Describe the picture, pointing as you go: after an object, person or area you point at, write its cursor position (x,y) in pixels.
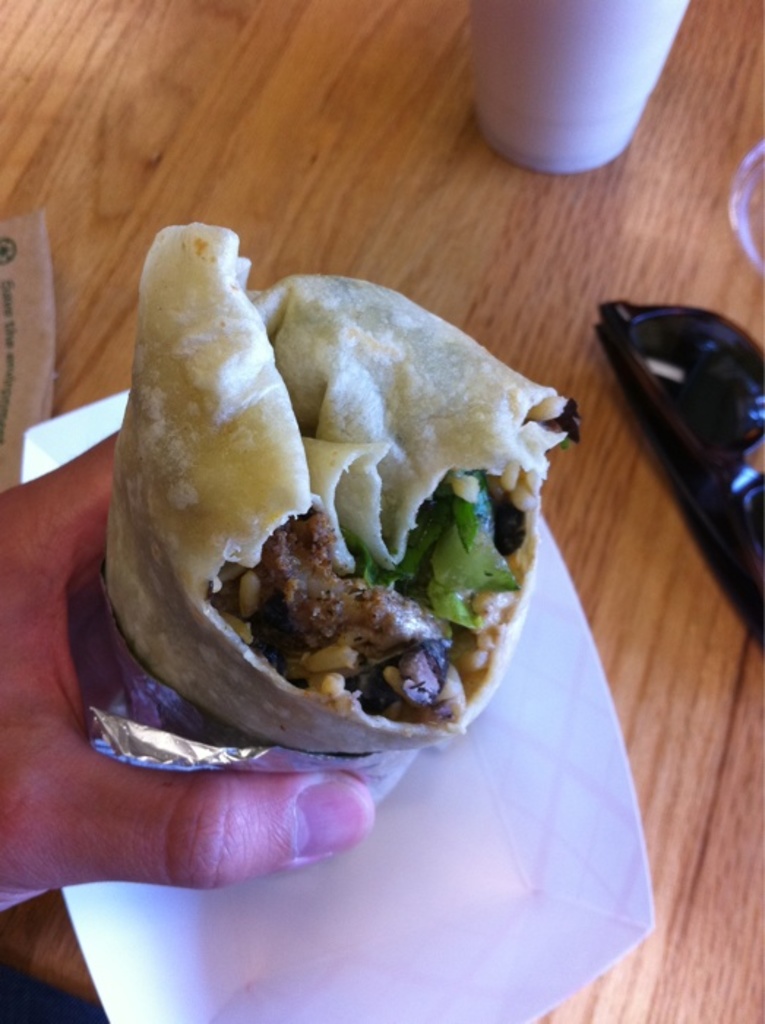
In the image on the left side (150,654) there is a person hand (10,544) holding a roll (358,570). Inside the roll (407,576) there is meat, rice (484,604), beans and lettuce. Behind the roll (415,564) there is a wooden surface (604,282) with cup (540,63), goggles (667,363) and some other item (23,234) on it.
